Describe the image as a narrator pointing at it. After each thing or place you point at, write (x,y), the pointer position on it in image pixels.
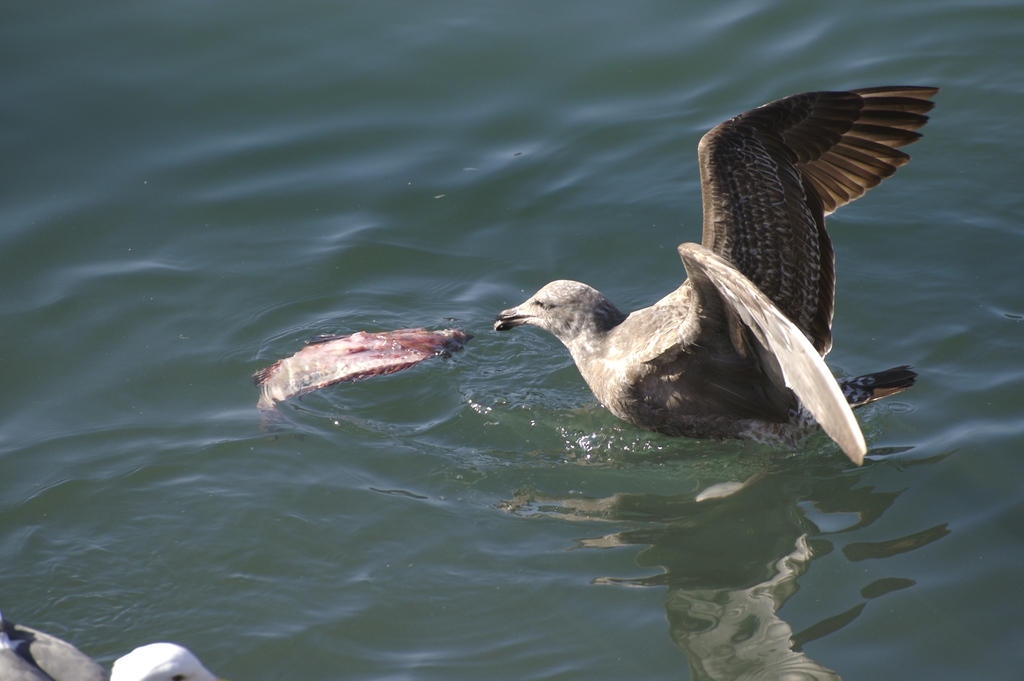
In this image there is the water (664,575). There is a bird (769,349) on the water (375,387). In front of it there is a fish (304,366) in the water (323,401).
